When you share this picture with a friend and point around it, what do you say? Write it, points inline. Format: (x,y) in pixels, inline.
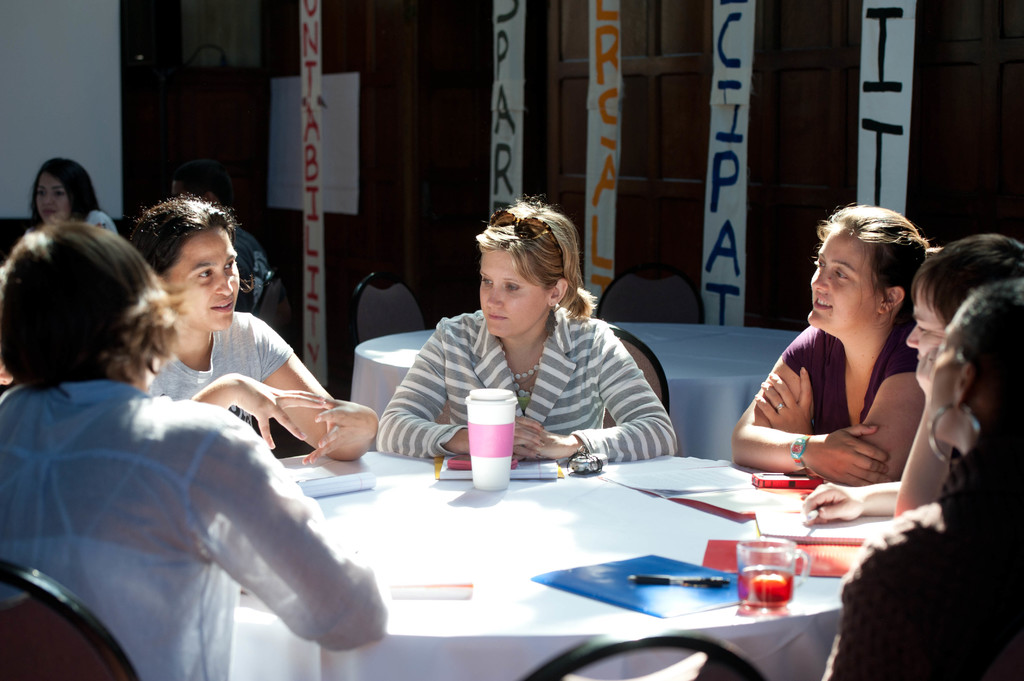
In this image, There is a table (591,605) which is covered by a white cloth (432,551) and on that table (438,536) there are some glasses (764,560) and there is a pad (649,597) which is in blue color and there is a pen (664,584) in black color, There are some people (888,565) sitting on the chairs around the table (416,555) and in the background (772,277) there is a brown color doors (664,116) and white color posters (718,83).
